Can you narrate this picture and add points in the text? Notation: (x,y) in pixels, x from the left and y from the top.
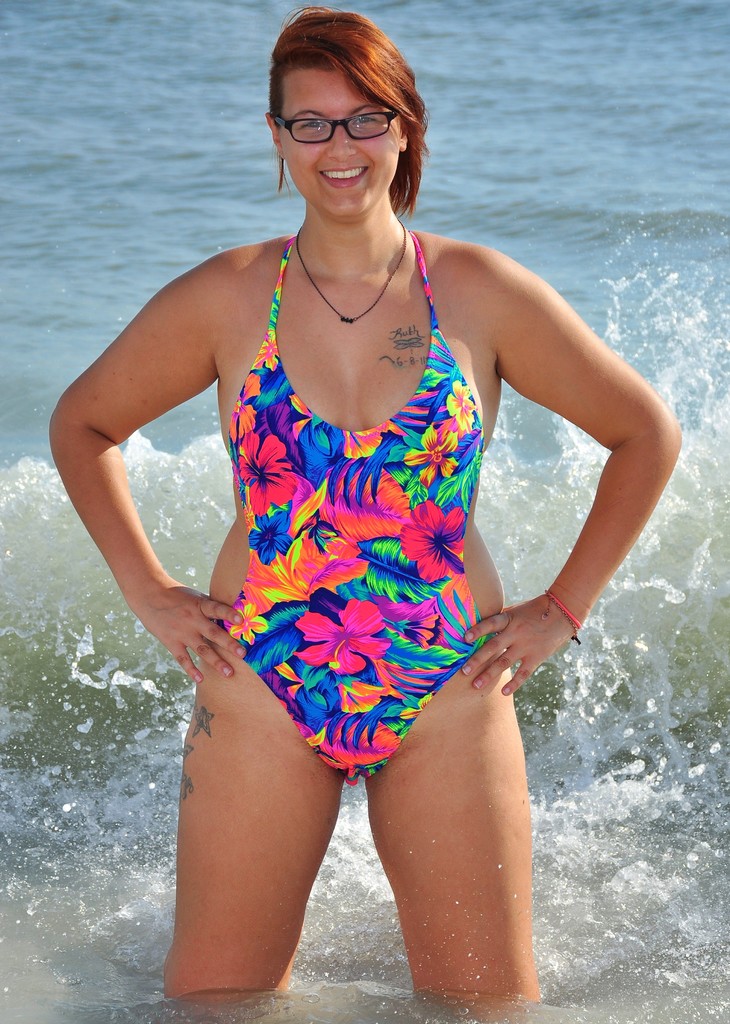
In this image we can see a woman (345,641) standing on the water (305,957) and smiling.
